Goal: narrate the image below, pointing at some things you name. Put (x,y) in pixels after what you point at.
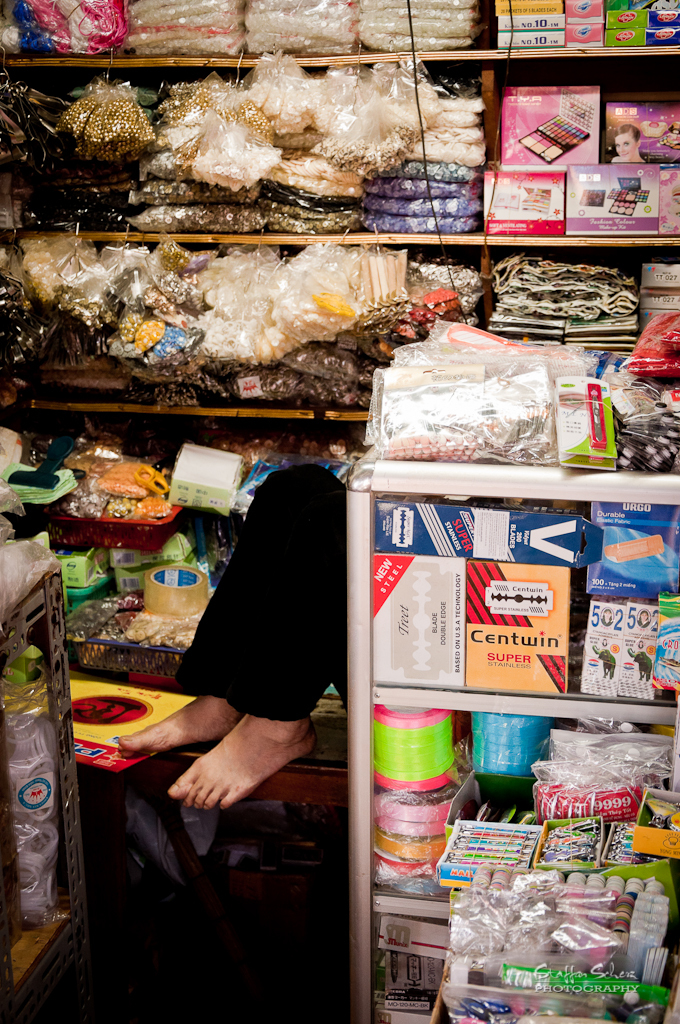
In this picture I can see the legs (244,730) of a person (244,766), there are boxes (568,46), packets (285,390) and some other objects (371,382) in the racks (603,50) and on the tables (164,679), and there is a watermark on the image.
